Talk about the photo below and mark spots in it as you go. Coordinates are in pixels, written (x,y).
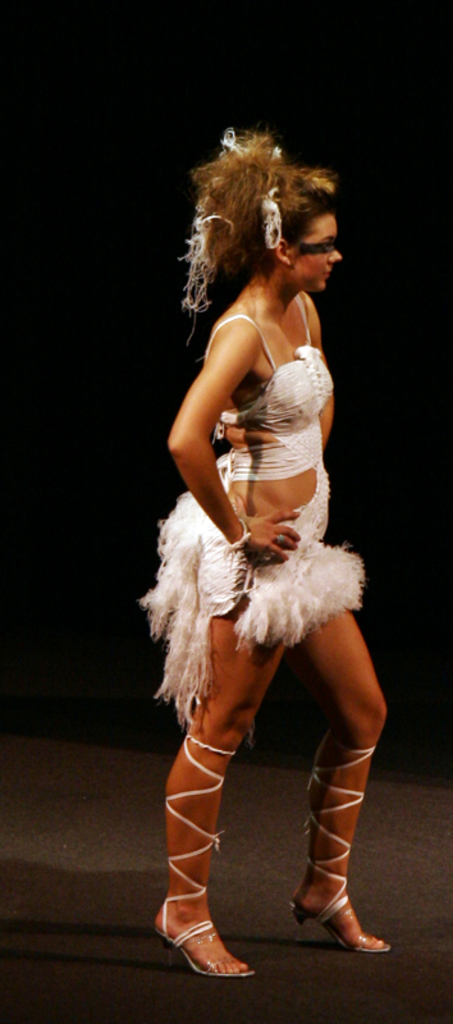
In this picture, we can see a lady (210,451) with white costume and we can see the ground (127,779) and the background (359,3) is dark.
